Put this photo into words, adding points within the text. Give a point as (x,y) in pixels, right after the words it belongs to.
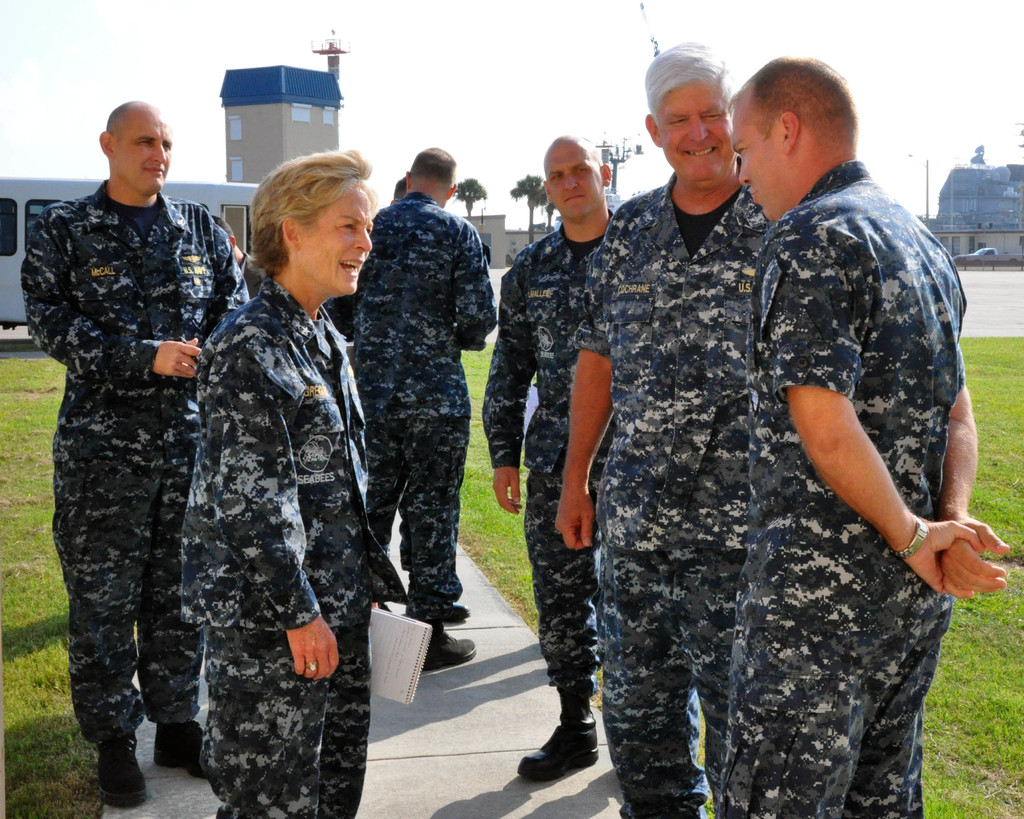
In this image I can see group of people (377,483) are standing among them this woman (318,390) is holding some objects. These people (432,488) are wearing uniforms (411,500). In the background (403,176) I can see buildings (520,240), trees (532,235), the grass (479,482) and the sky (560,122).
